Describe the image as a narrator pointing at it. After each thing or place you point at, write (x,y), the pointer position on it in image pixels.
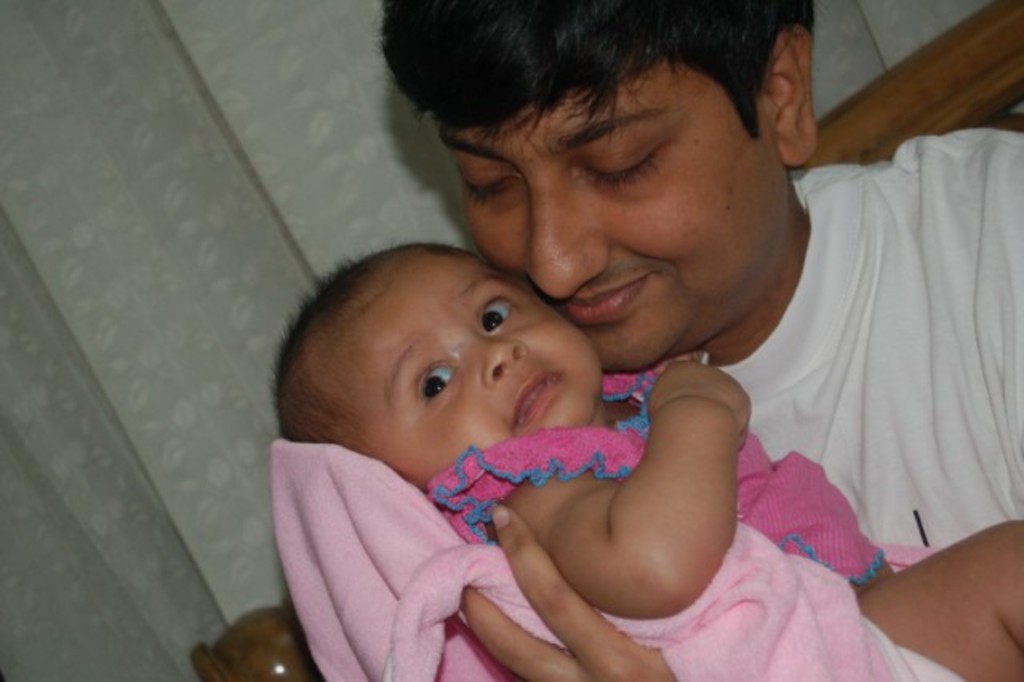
In this image in the center (597,289) there is one person (640,357) who is holding a baby (537,501), in the background (127,432) there is a curtain (183,506) and a bed (823,129).
